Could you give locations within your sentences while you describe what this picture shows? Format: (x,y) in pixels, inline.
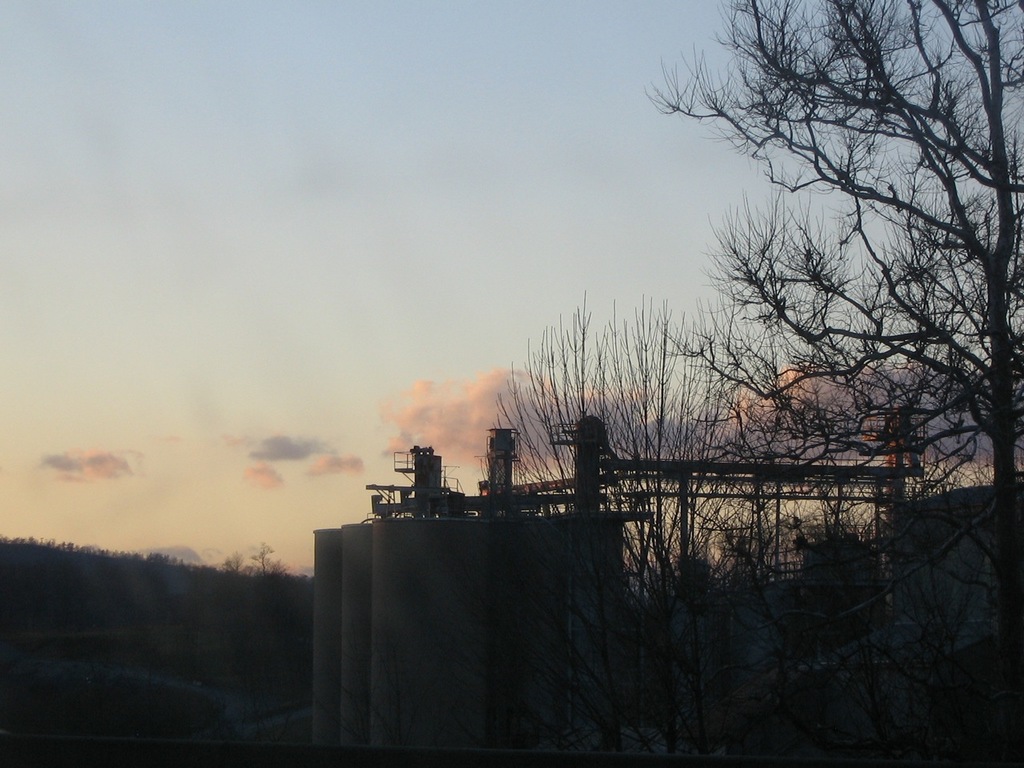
In this picture I can see the factory (853,500), beside that I can see the trees (1013,726). In the background (269,267) I can see the sky (380,255) and clouds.
